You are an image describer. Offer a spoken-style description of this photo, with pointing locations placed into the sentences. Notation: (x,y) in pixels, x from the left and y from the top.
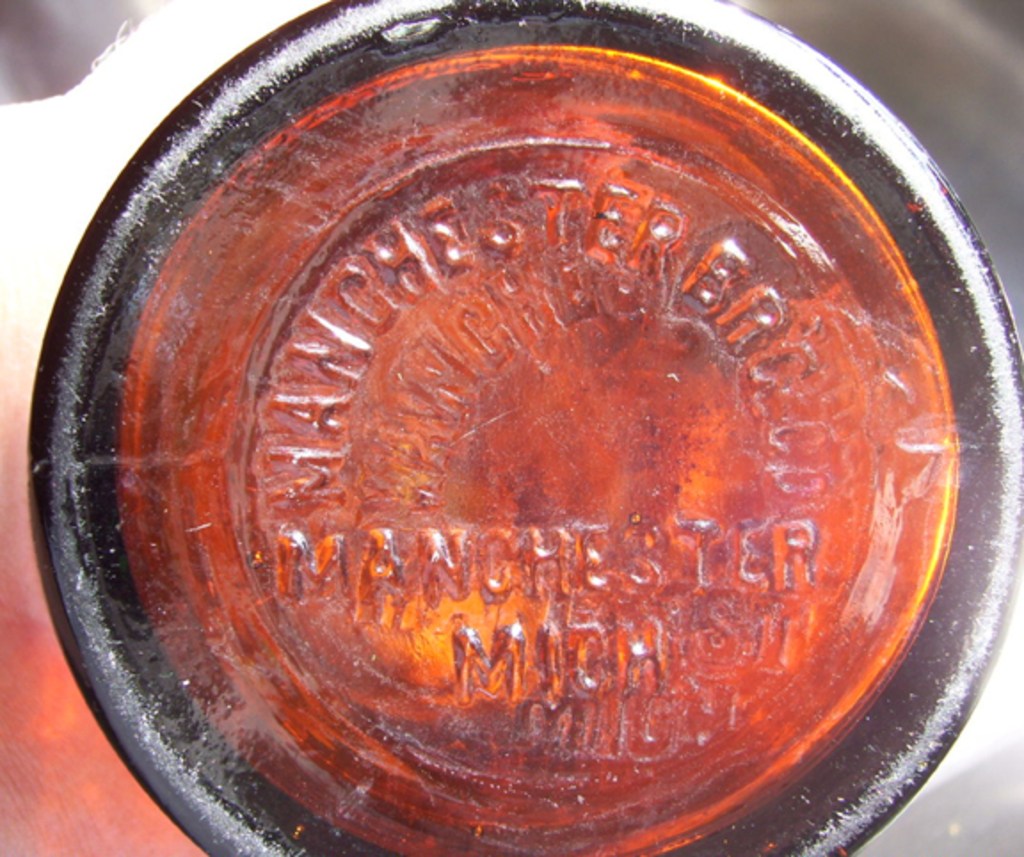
In this image I can see an object (553,515) in red color with some text (427,427).
